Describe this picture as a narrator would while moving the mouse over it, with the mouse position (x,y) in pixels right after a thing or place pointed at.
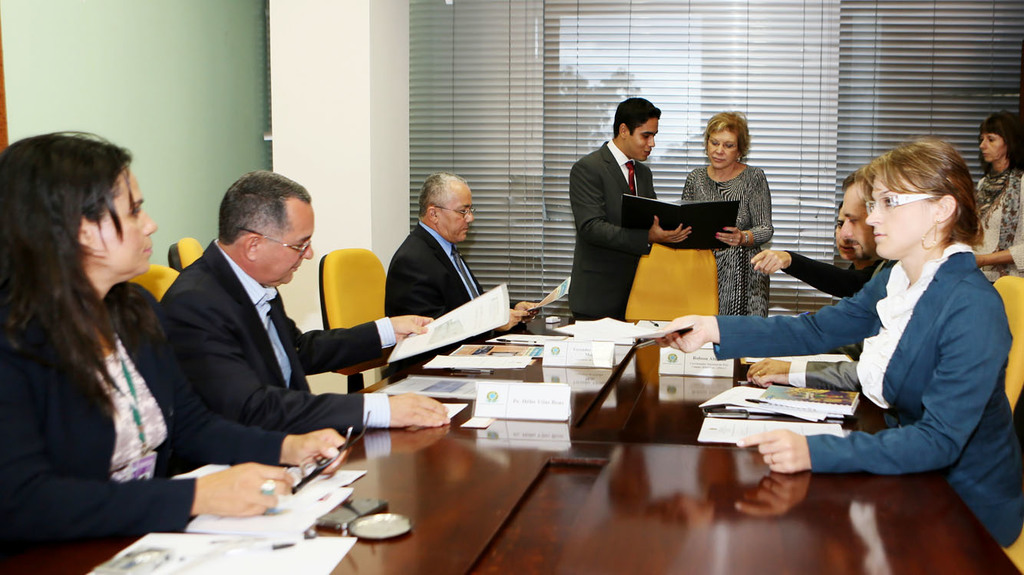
In this image I can see group of people (462,255), some are sitting and some are standing and I can see few papers (471,381) and few objects (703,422) on the table (624,527). In the background (686,90) I can see the window blind (527,103) and the wall (199,88) is in green color.
